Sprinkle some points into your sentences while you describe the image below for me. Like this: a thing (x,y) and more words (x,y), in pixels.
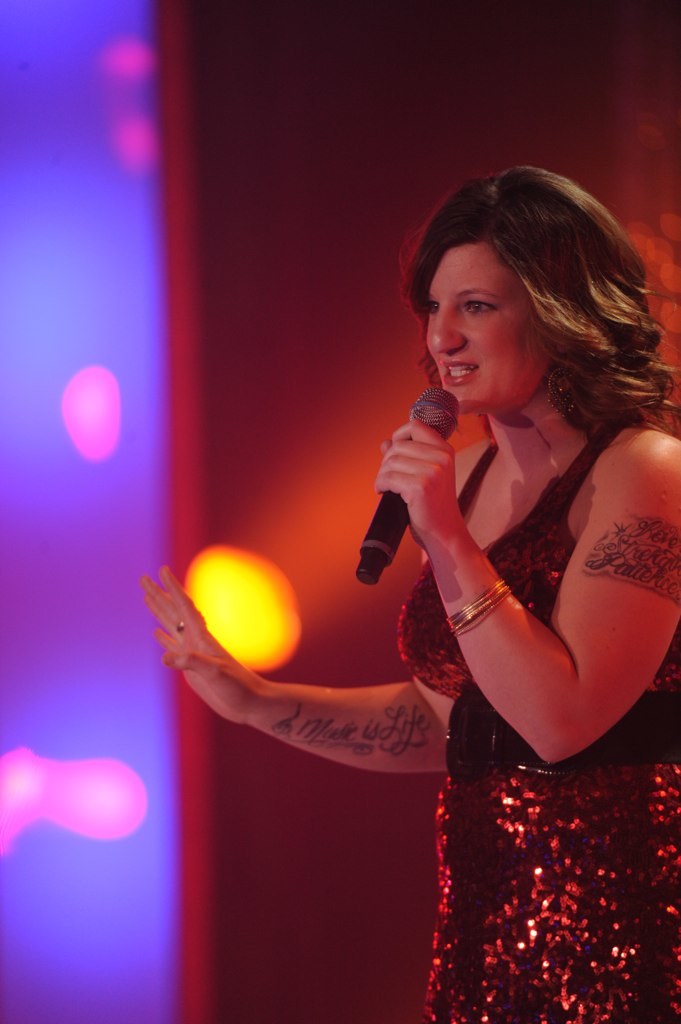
In this picture there is a woman (463,600) holding a mic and singing. There are lights (236,615) at the background (142,505).
